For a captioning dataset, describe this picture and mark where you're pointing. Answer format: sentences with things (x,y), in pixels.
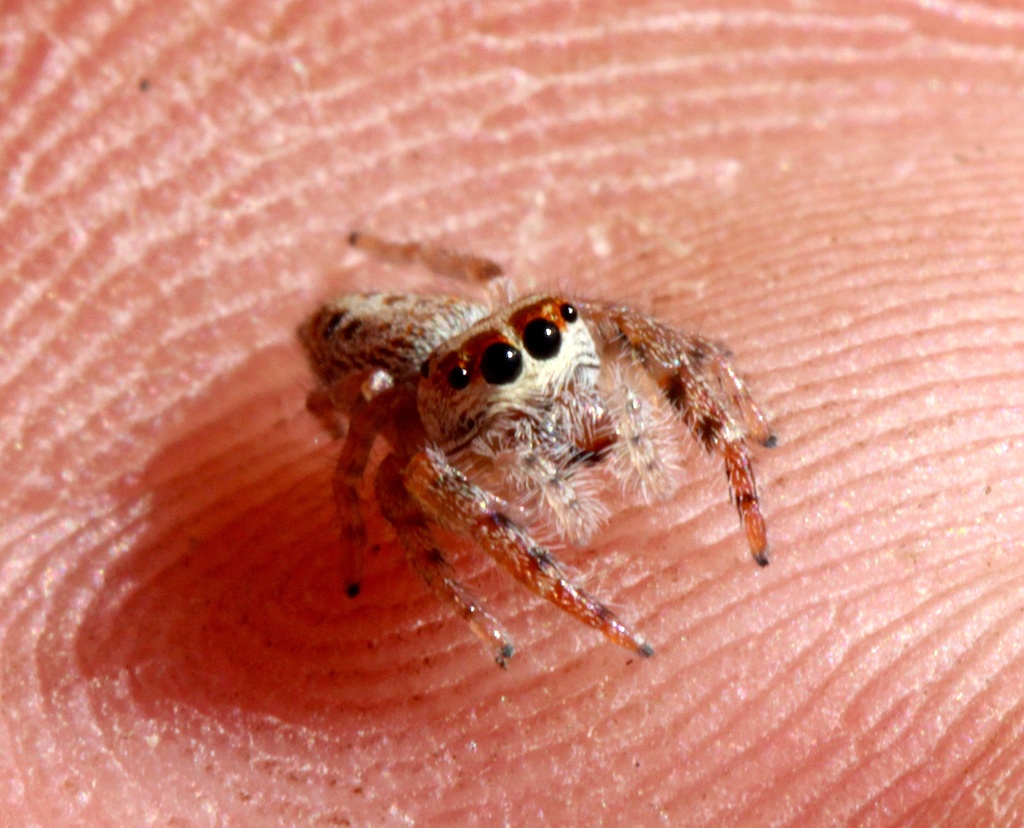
In this image there is a spider (305,324) on hand (352,772).
